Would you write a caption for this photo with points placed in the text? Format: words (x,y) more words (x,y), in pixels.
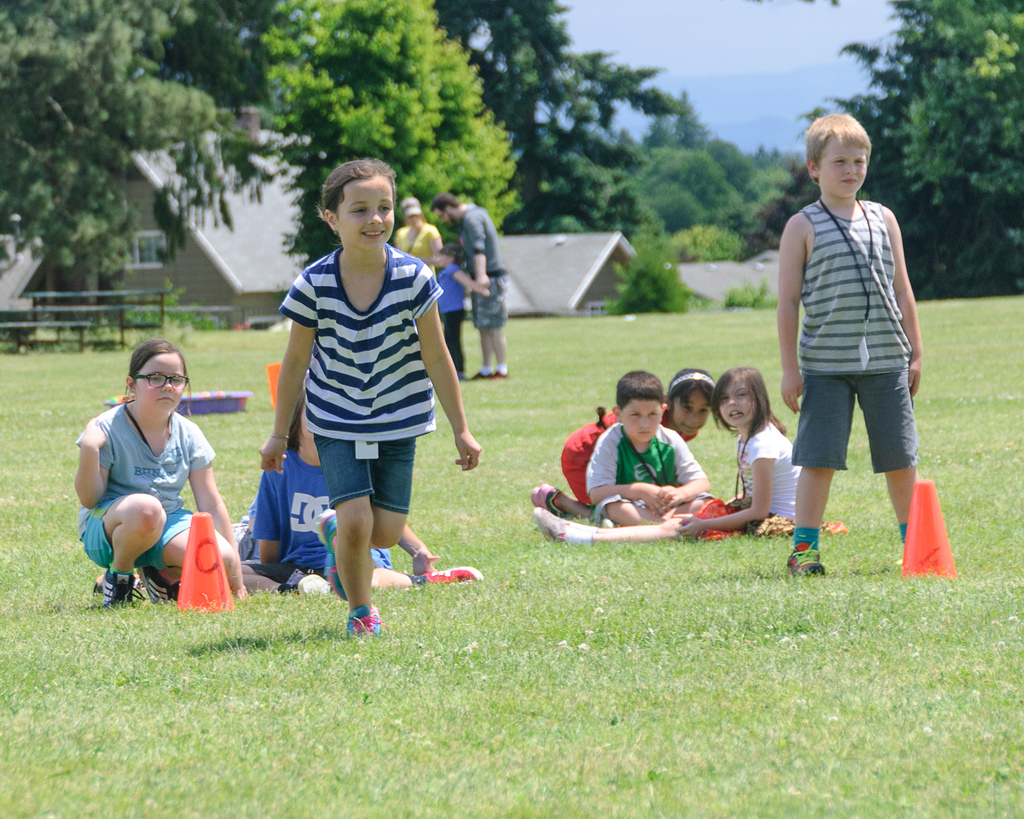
In this image we can see a few people (380,474) are standing and few (249,576) are sitting. And in front of them there are objects (919,544) and grass (541,575). And at the back (124,280) there are trees (292,243), Bench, House (577,257) and a sky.
